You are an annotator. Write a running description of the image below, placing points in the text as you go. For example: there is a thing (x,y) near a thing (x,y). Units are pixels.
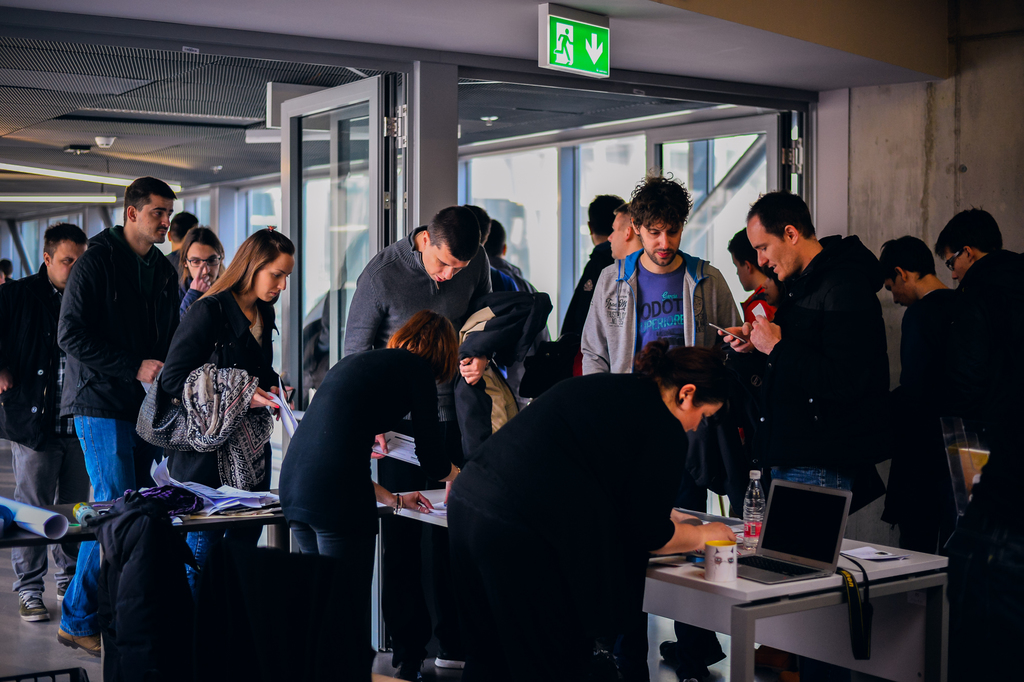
There are two women (518,458) standing and writing on a table (689,565) and the table (854,572) consists of a mug (719,559), laptop (787,536), camera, water bottle (755,514) and papers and there are group of people (627,324) who are in front of them, In the top (578,58) there is an exit symbol (576,44) which is attached to the roof (589,94).
